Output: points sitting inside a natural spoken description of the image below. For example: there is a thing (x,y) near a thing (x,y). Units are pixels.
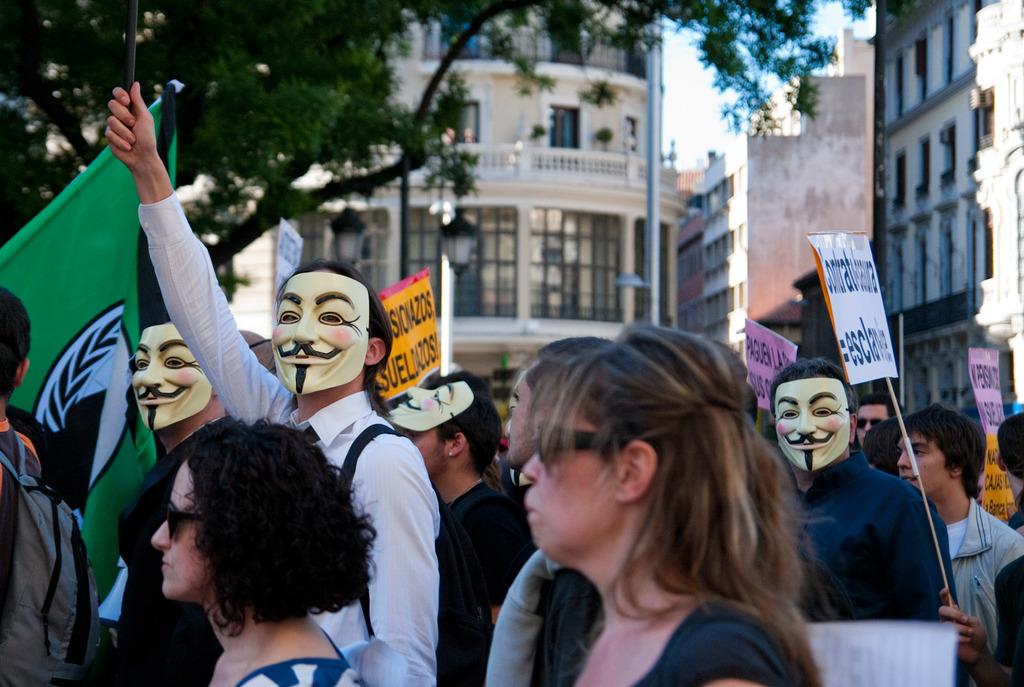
In this picture we can see group of people (184,283) some are in mask (335,332) and some are holding banners (867,329) in their hand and here in front (574,460) two woman (268,519) are wearing spectacles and in the background (210,173) we can see tree (362,109) and a building (503,164) with window (564,276), pole (651,179), light (639,281) attached to it and sky (703,97).
